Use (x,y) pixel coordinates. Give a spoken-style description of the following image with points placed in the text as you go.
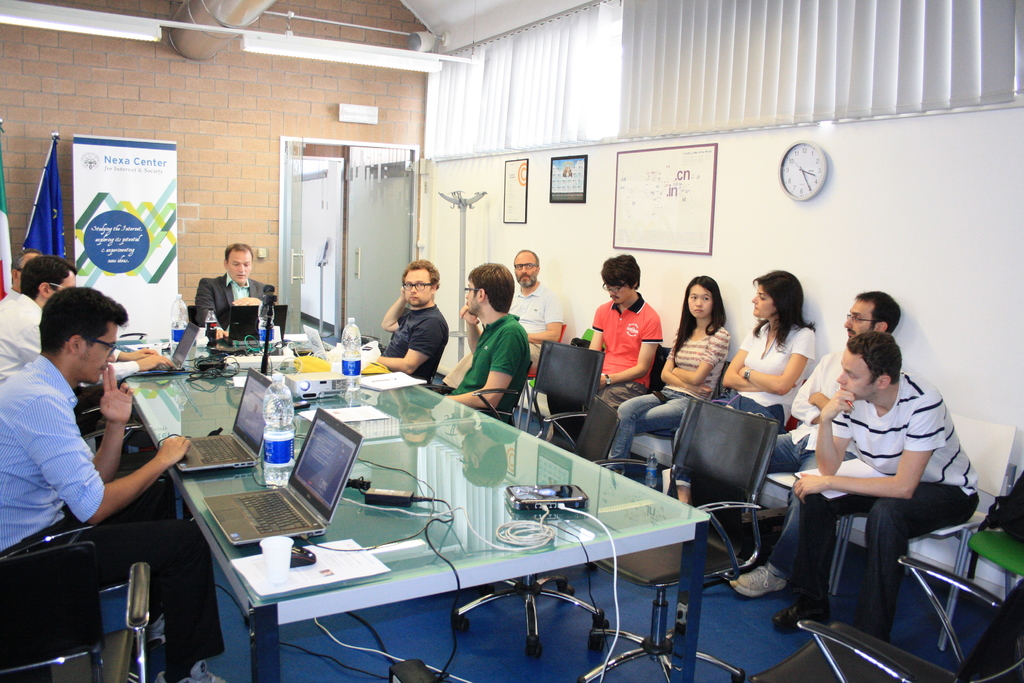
There is a group of people (510,364) sitting here, six of them are sitting around the table (353,469). On the table (344,522), there are some laptops (245,422), water bottles (282,453), Chargers (438,501) and some accessories (324,369). In the background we can observe a flag (47,234) on a wall (277,177) here.
